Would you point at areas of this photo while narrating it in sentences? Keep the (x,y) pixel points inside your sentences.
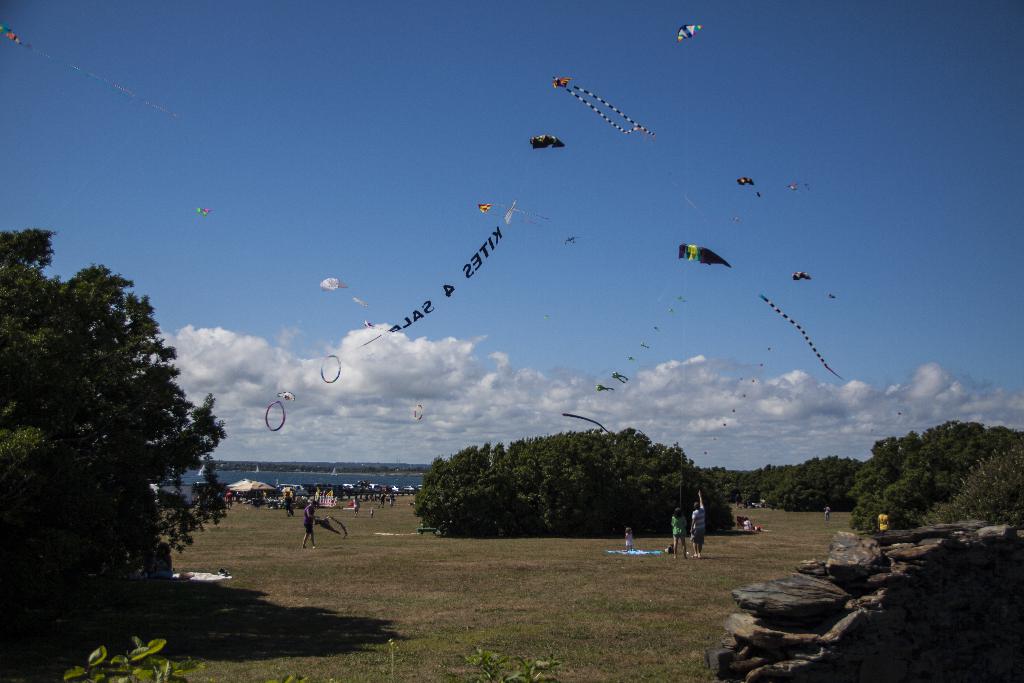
This image is clicked outside. There is sky (437,117) at the top (408,113). There are trees (70,357) in the middle (648,451). There are so many people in the middle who are flying kites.
